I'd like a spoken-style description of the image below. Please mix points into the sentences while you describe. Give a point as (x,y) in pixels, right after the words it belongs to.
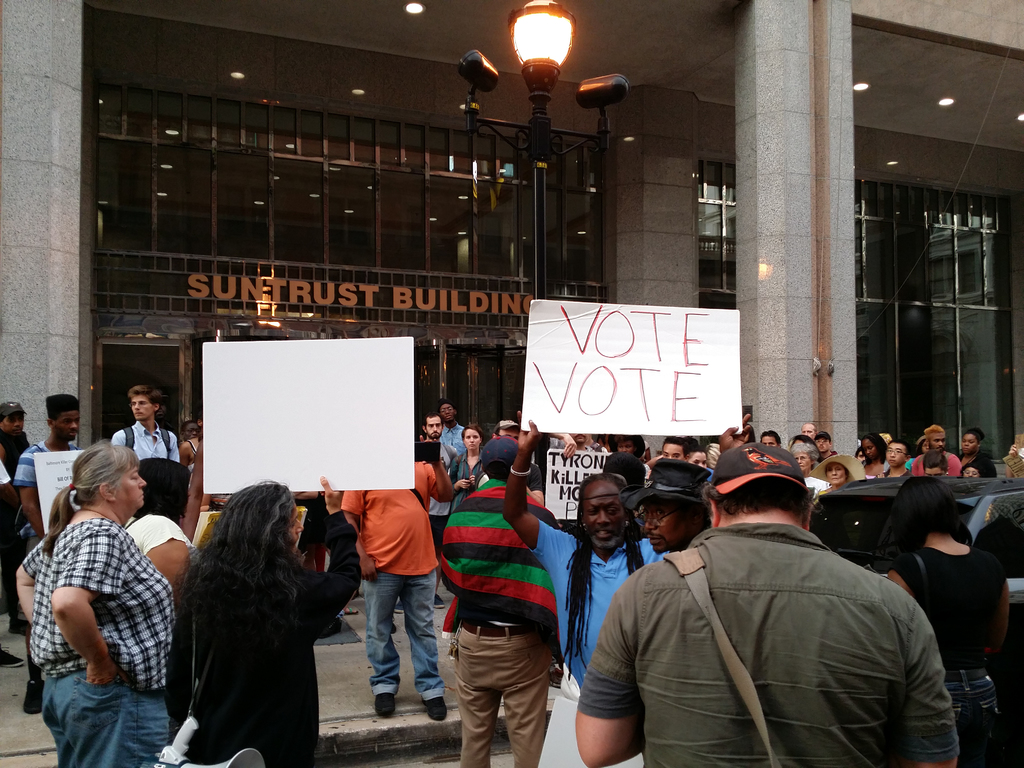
In this image, we can see some people (137,597) and there is a building (523,106), we can see a light (537,97).
